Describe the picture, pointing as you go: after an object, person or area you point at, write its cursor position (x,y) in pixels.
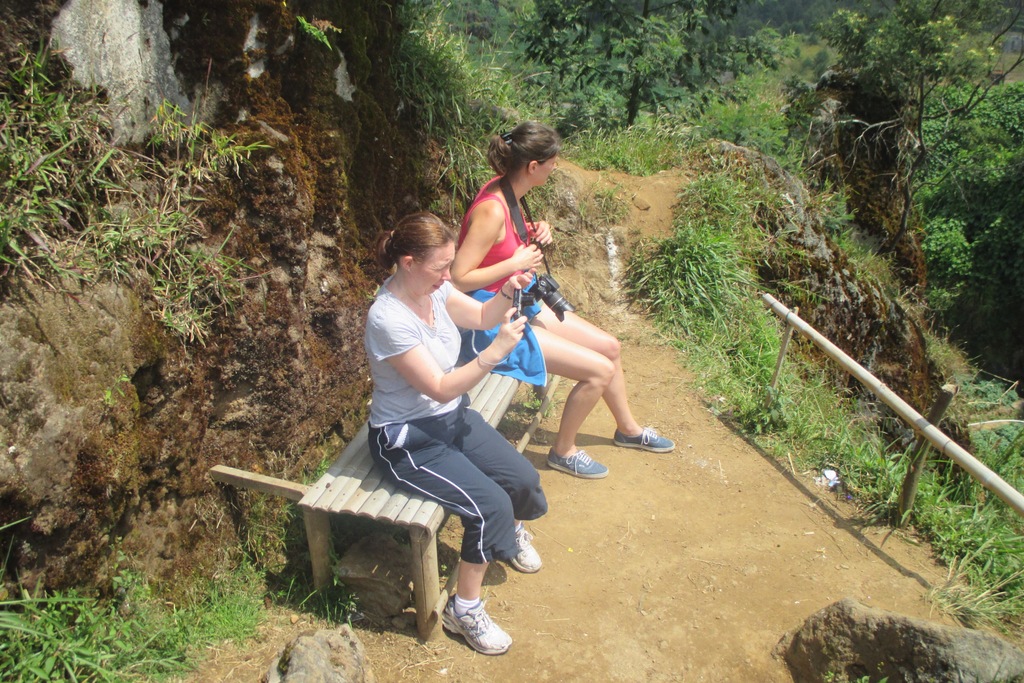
In this image I can see 2 women (458,461) sitting on a wooden bench (495,409). They are holding cameras (560,310). There are rocks (828,663) at the front (828,645) and there are plants (957,508). There is a wooden fence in front of them.
